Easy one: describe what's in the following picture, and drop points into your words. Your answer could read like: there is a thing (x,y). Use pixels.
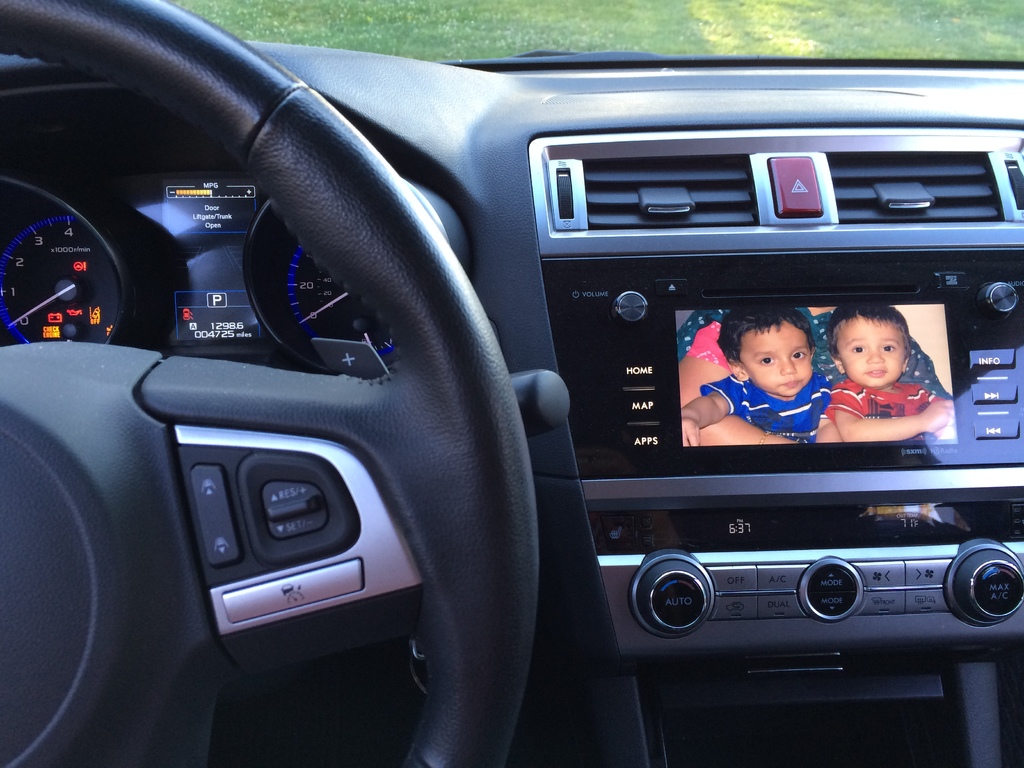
This is an inside image of the vehicle (154,280), in the vehicle (210,260), we can see the meters (301,289), steering (454,406) and a music player (751,329), also we can see the grass (996,6).
